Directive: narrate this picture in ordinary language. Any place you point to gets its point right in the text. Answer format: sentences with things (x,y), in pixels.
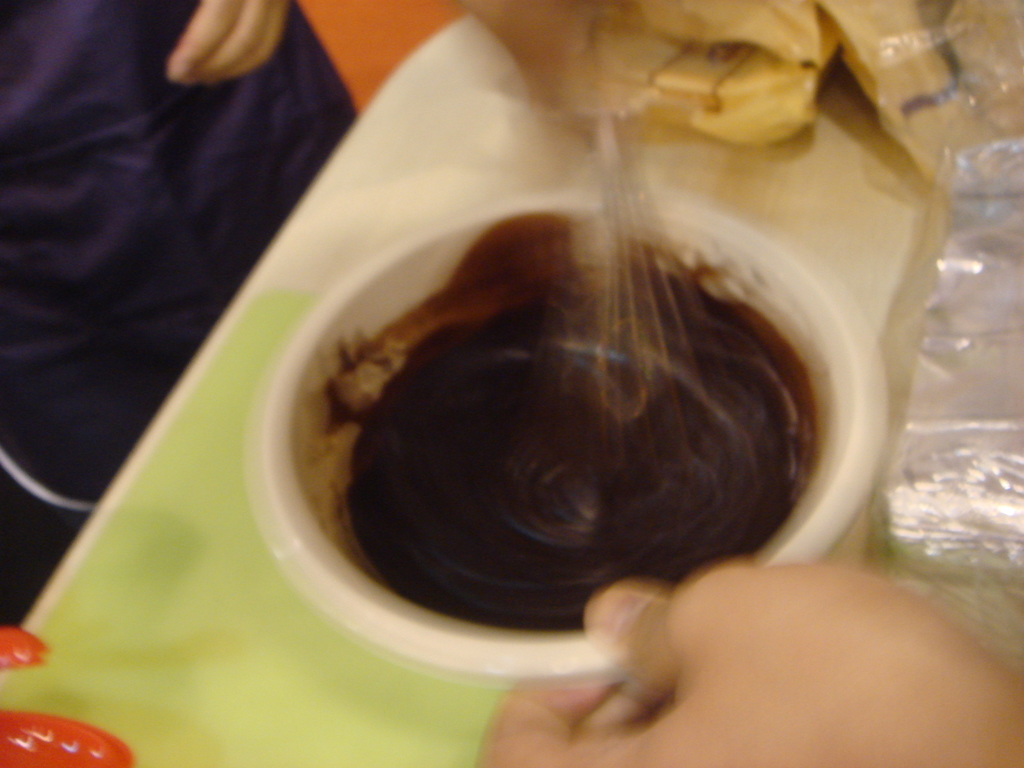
In this image we can see a bowl (650,426) filled with food item (649,409). And we can see the human hand (752,709). And we can see the beater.
